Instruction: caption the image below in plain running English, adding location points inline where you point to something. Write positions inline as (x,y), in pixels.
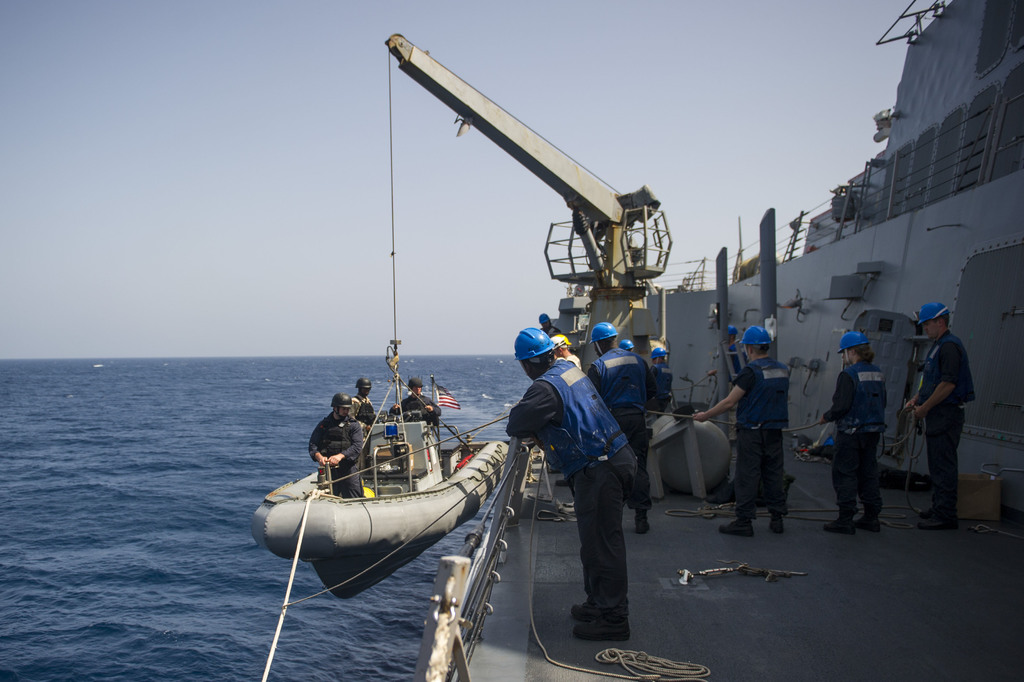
In this picture we can see some people (639,456) are standing on a ship (702,473) and holding the ropes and some people (354,488) are standing on a boat (370,480) and the boat (381,474) is in the air (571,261), and the ship (535,622) is on the water (347,641). On the ship (515,596) there is a fence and other things (618,231) and behind the ship (706,341) there is a sky (591,124).
